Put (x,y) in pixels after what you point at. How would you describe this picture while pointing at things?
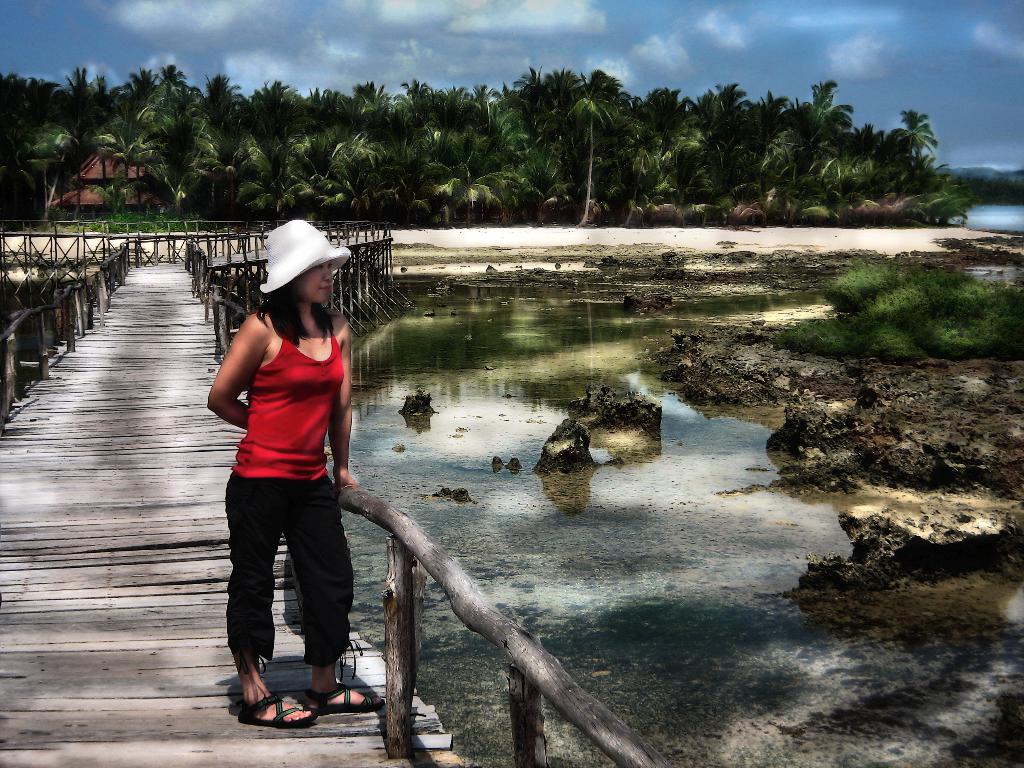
This is the woman (258,684) standing. She wore a white hat (271,263), red top (295,391), trouser (270,595) and footwear (351,704). This looks like a wooden bridge (150,320). Here is the water (668,506). These are the small plants (865,323). These are the coconut trees (329,162). I can see the clouds (307,39) in the sky (563,33).
